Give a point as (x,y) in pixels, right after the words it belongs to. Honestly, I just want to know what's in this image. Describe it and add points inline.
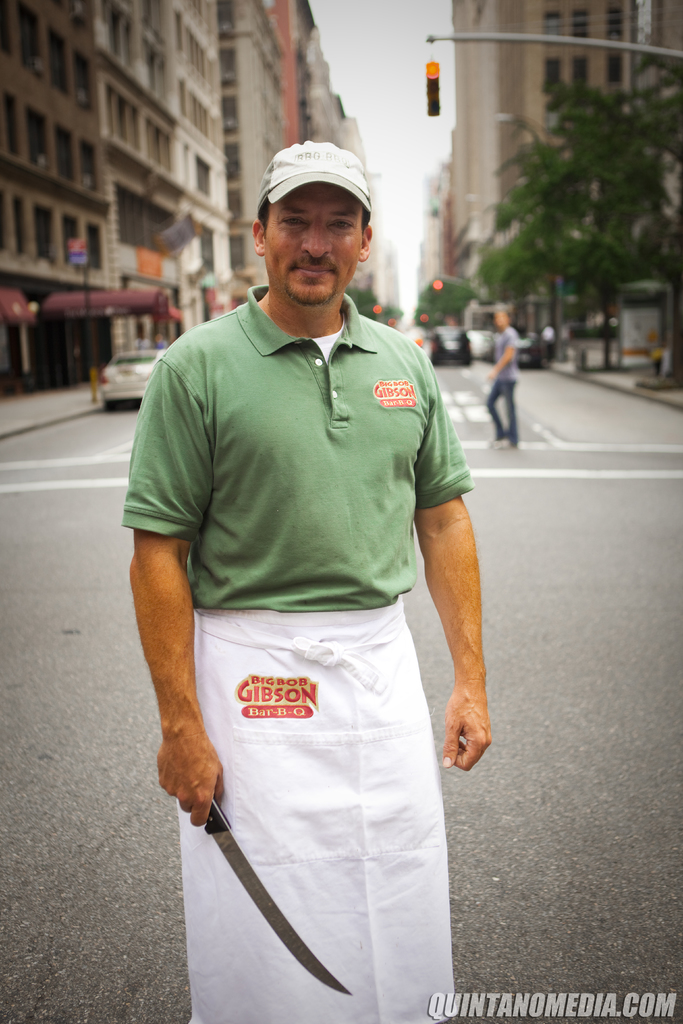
At the front side of this image (350,147) person (337,971) is standing and holding a knife (328,974) in his hand (221,777) and is wearing a cap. At right side (509,335) there is a person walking on road (556,420). Few cars (480,351) and vehicles (487,341) are on the road (546,386) which at backside of this person (245,974). In the right side (674,375) there is a traffic signal (438,93) and few trees (677,101) at the pavement (674,397). There are buildings (456,2) on both sides of the image. Sky (413,49) is at top of the image (412,275).
